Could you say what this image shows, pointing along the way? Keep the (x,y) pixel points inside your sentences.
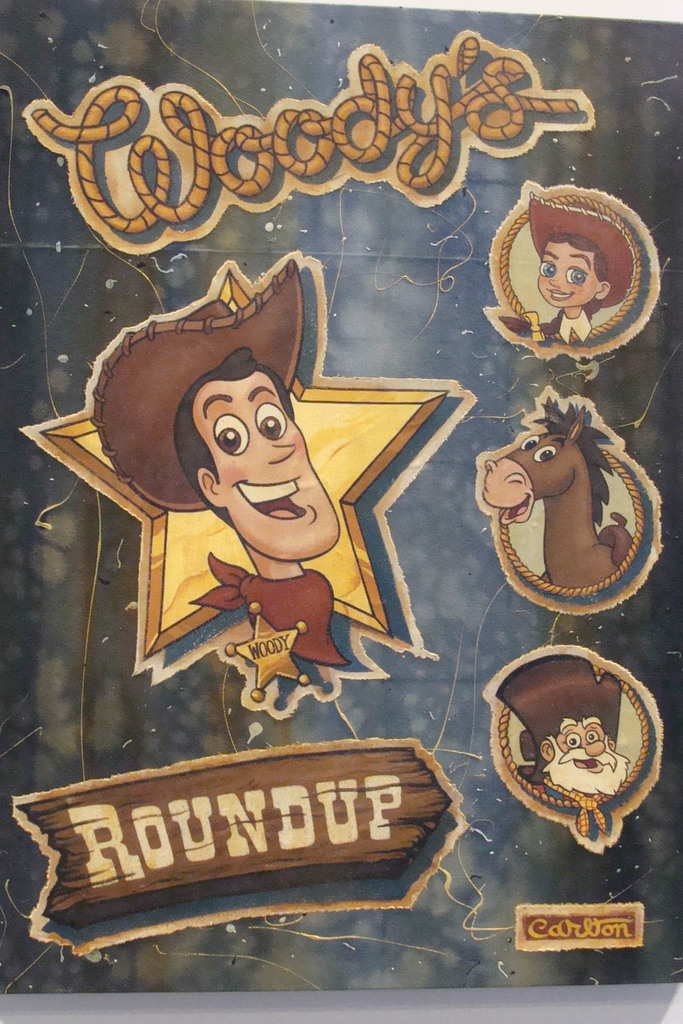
In this image I can see a poster (278,411) which is brown, cream and black in color. In that poster (225,568) I can see a person (231,402), a animal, a girl (568,273) and a person (520,700) with white beard (573,778).
